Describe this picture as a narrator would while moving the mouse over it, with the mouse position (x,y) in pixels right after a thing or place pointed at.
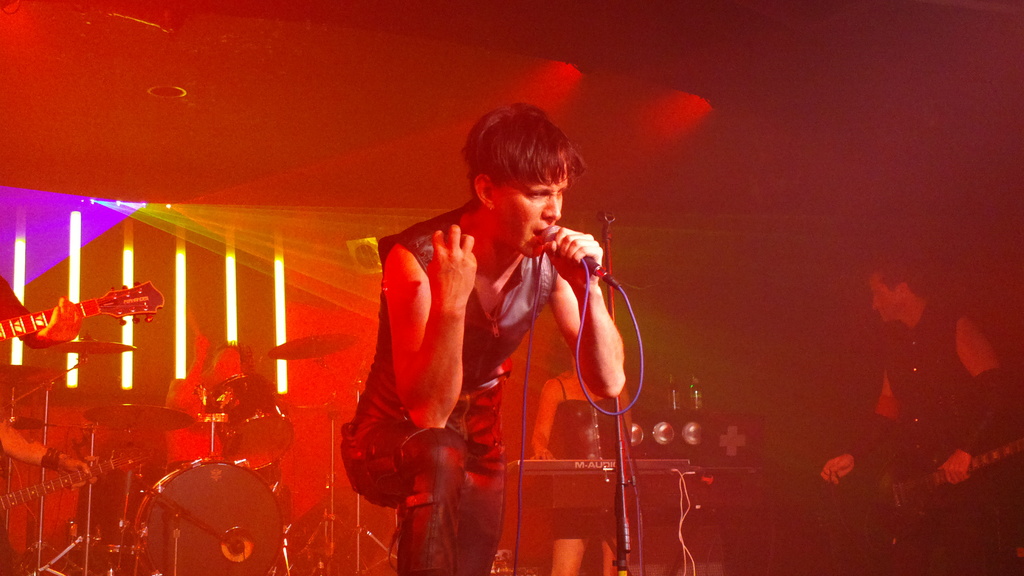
In this image, there is a person (416,230) wearing clothes (511,338) and holding a mic (563,250) with his hand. There are some musical drums (249,441) in the bottom left of the image (219,527). There is a person (887,395) in the bottom right of the image (872,416) holding a guitar (886,482) with his hand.
